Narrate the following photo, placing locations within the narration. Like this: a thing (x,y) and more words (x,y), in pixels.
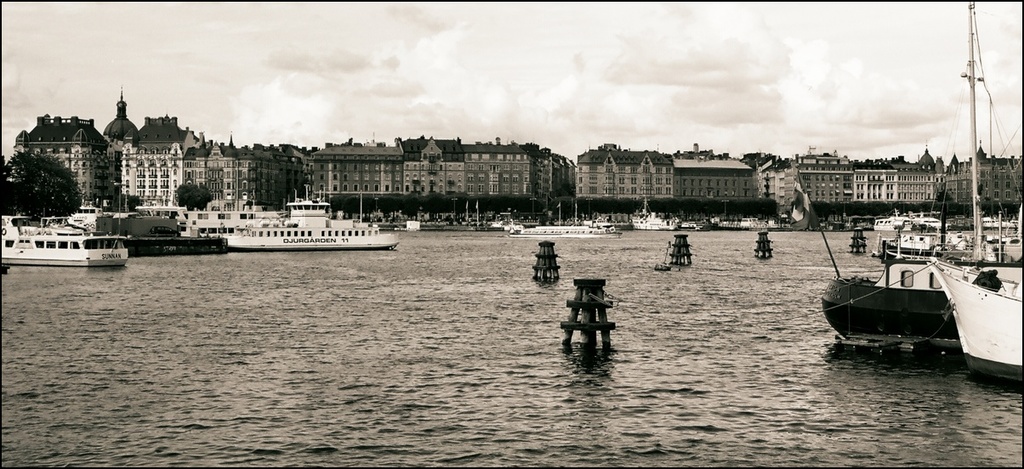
This is a black and white image. In this image we can see buildings (411,170), boats (653,215), trees (346,212). At the top of the image (338,51) there is sky (471,96) and clouds (369,86). At the bottom of the image (395,402) there is water (292,395).
